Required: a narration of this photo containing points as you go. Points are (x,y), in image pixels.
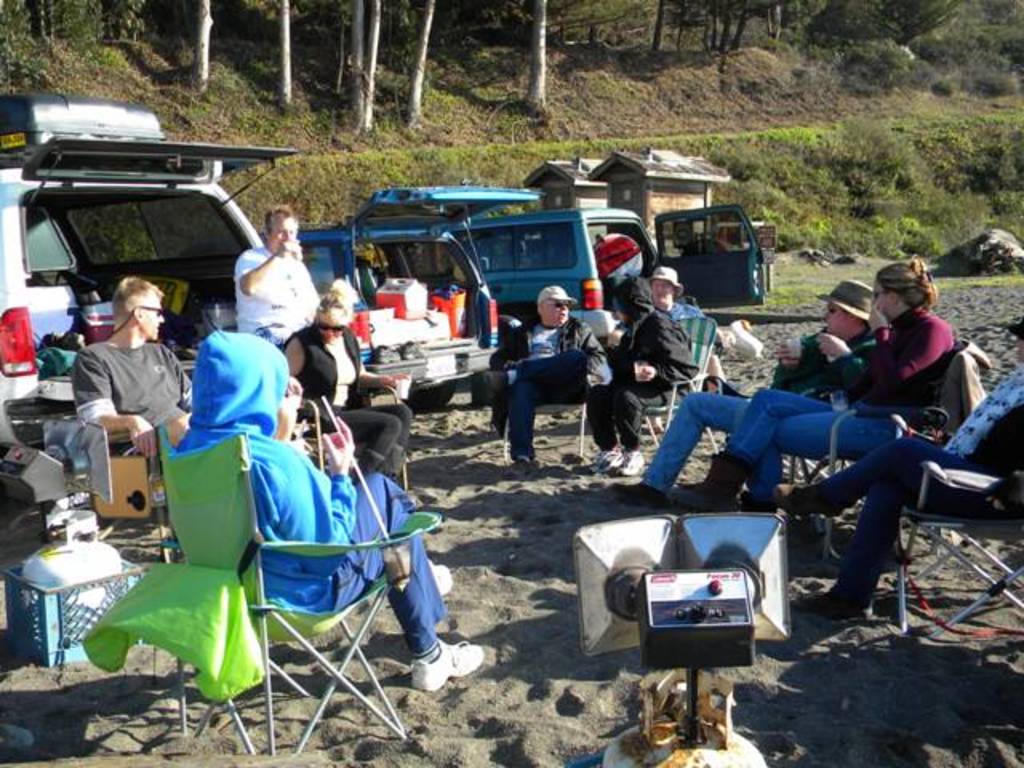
Here in this picture we can see a group of people (746,398) sitting on chairs (660,392) over a place and we can see a heater (646,570) also present and we can see they are wearing caps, goggles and hats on them and we can also see vehicles (548,257) present behind them over there and we can see some part of ground (370,169) is covered with grass (370,169), plants (285,125) and trees (544,80) all over there and we can also see baskets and luggage (424,338) also present over there.
